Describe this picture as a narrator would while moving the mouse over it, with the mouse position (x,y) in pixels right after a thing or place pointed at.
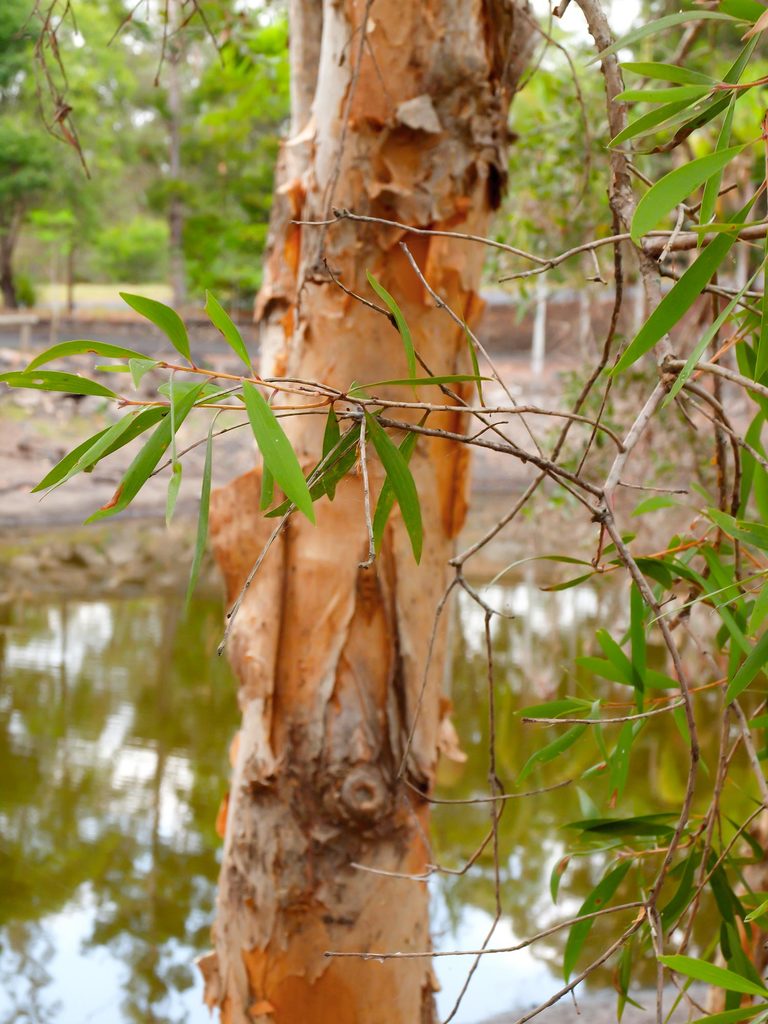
In this picture I can see trees (493,445) and I can see water (56,626).
